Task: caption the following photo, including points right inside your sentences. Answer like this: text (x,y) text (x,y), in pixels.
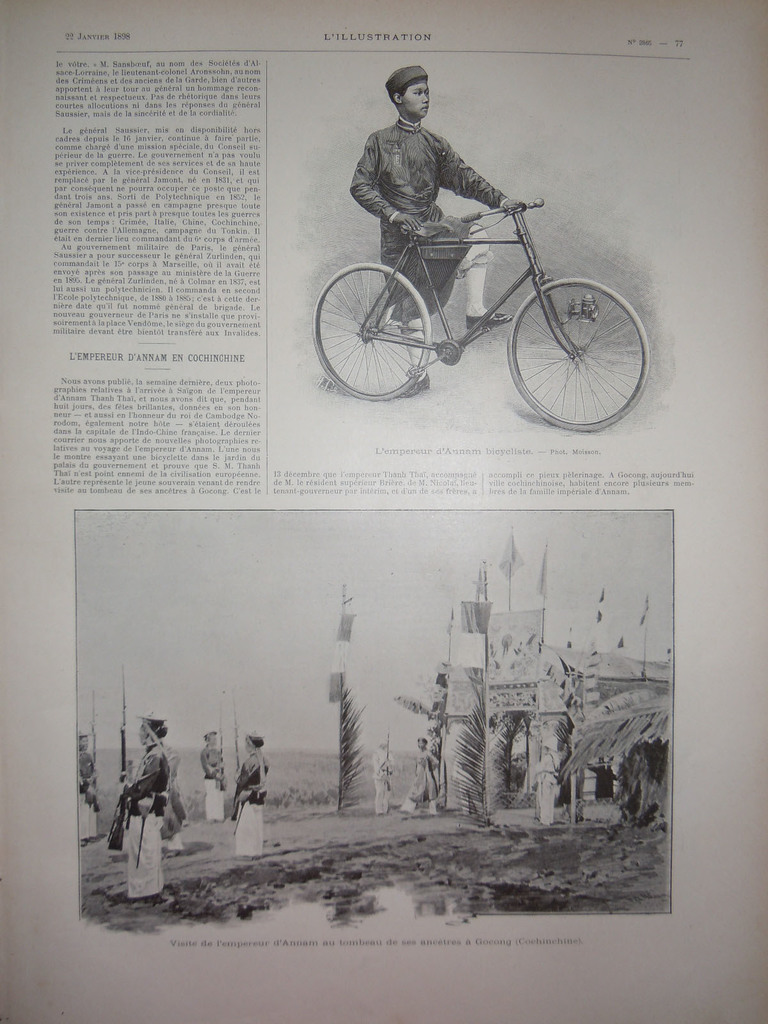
On this paper (607,178) we can see pictures (372,372) of people (405,309). This man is holding a bicycle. Something written on this paper (242,230).
